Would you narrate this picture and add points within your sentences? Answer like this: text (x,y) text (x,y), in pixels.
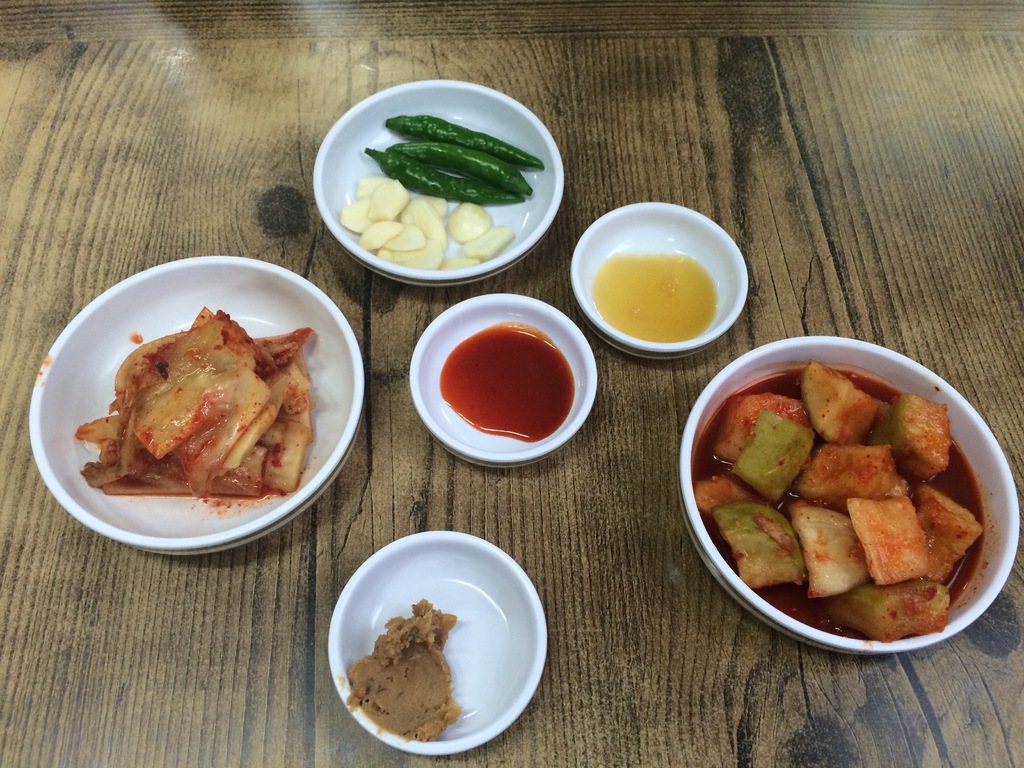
In this picture we can see bowl (546,192), food (279,417) and green chillies (474,184) on the wooden platform (916,229).
